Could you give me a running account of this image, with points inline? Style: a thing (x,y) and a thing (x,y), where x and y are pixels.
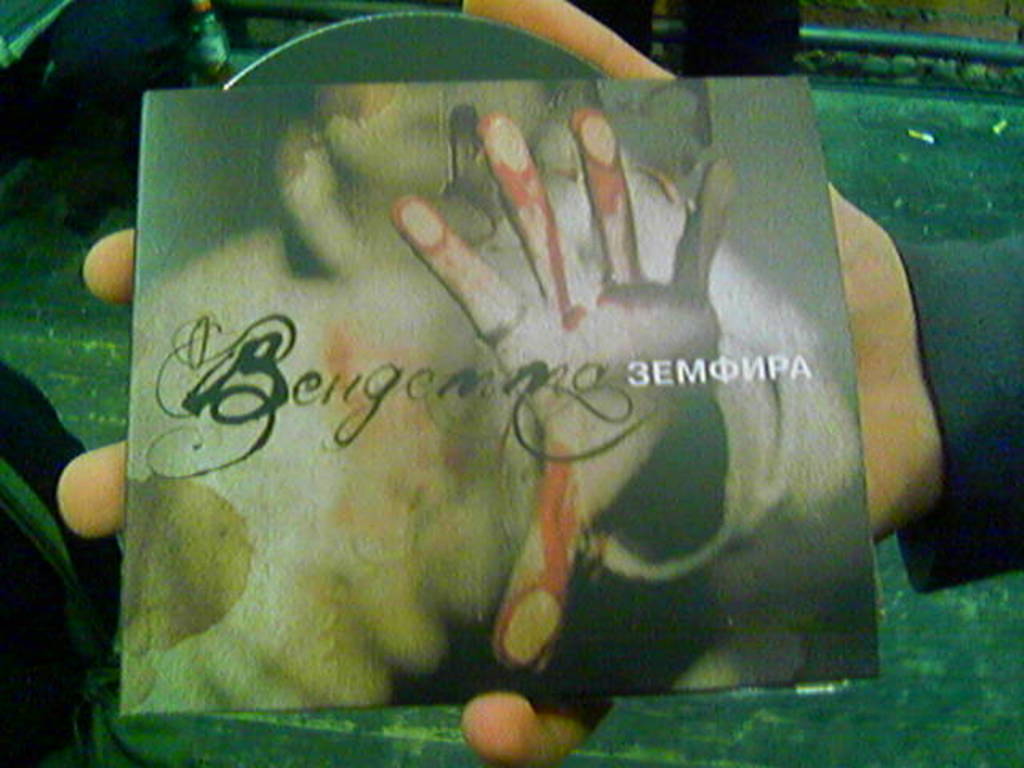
In this picture there is a person's hand (894,276) holding a cd cover (442,482). Below the hand (902,286) there is a table (953,194), on the table (931,169) there are few objects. At the top right (929,14) there is a brick wall (989,20).
